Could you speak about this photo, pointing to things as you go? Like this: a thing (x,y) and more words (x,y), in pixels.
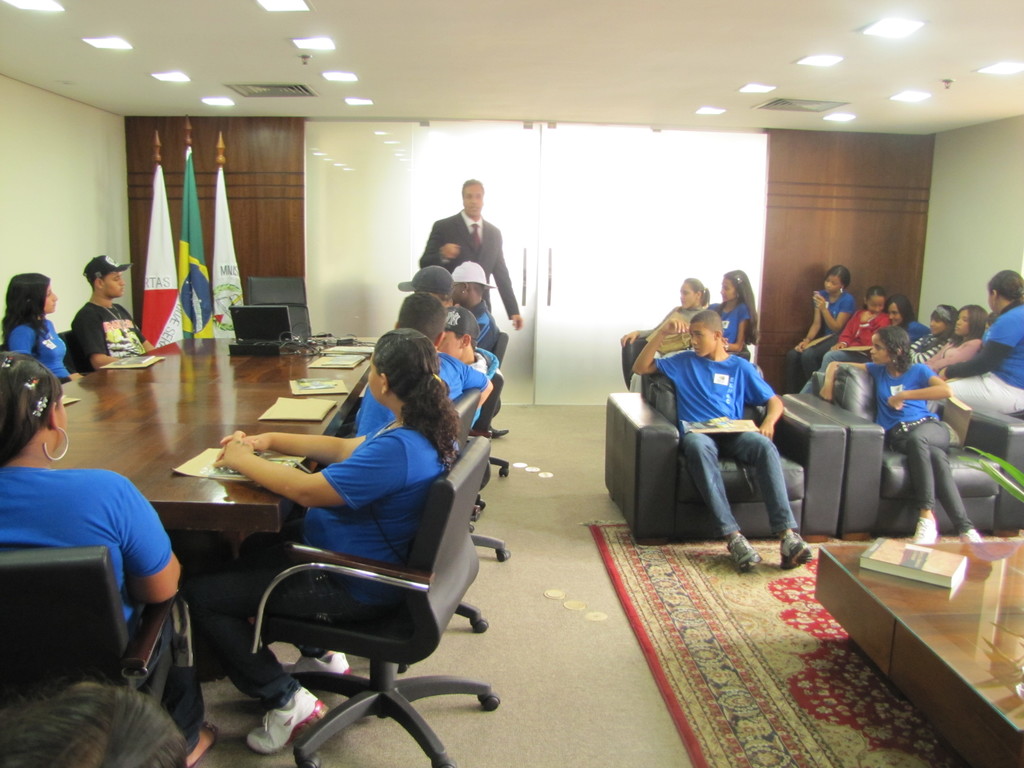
This is the picture inside the room (65,211). There are group of people (811,366) in the image. There is a book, papers (303,388), laptop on the table (230,412). At the left side of the image (181,257) there are flags (183,227), at the right side of the image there is a plant (979,453), at the bottom (701,669) there is a mat (719,647), at the top (825,56) there are lights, at the back side (582,219) there is a door (627,236).
